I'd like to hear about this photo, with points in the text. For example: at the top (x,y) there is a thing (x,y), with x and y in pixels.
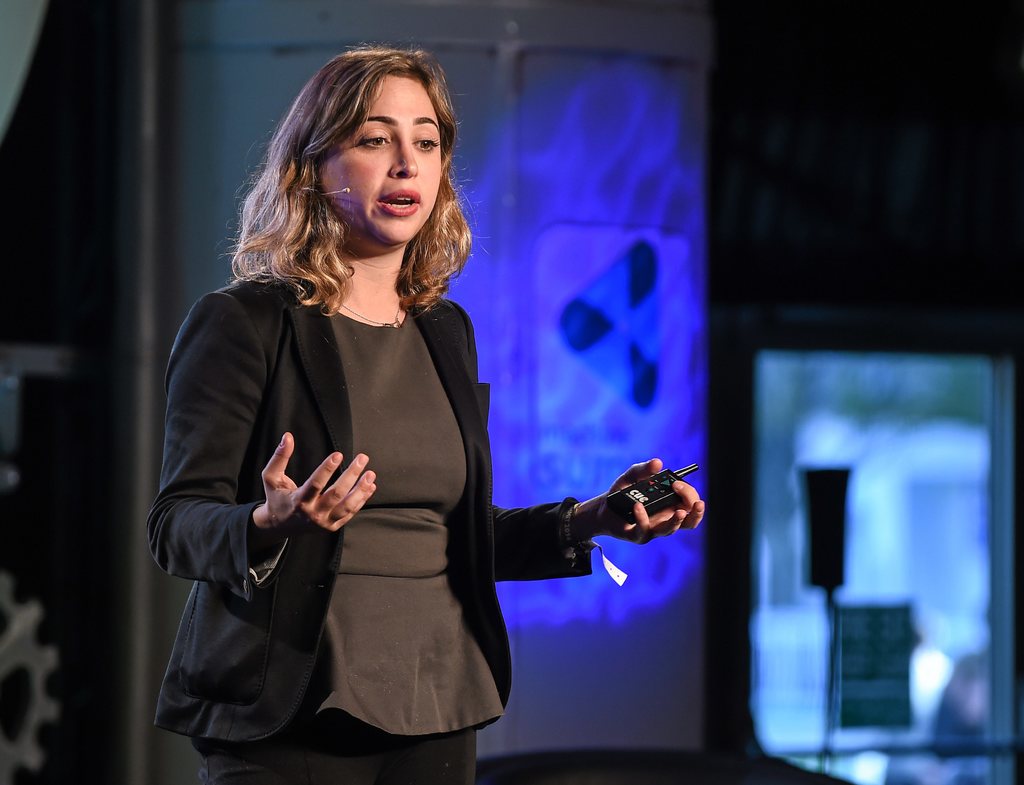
In the picture there is a woman (292,393), she is standing and speaking something. She is wearing a black blazer (249,378), the background of the woman (269,163) is blur.
